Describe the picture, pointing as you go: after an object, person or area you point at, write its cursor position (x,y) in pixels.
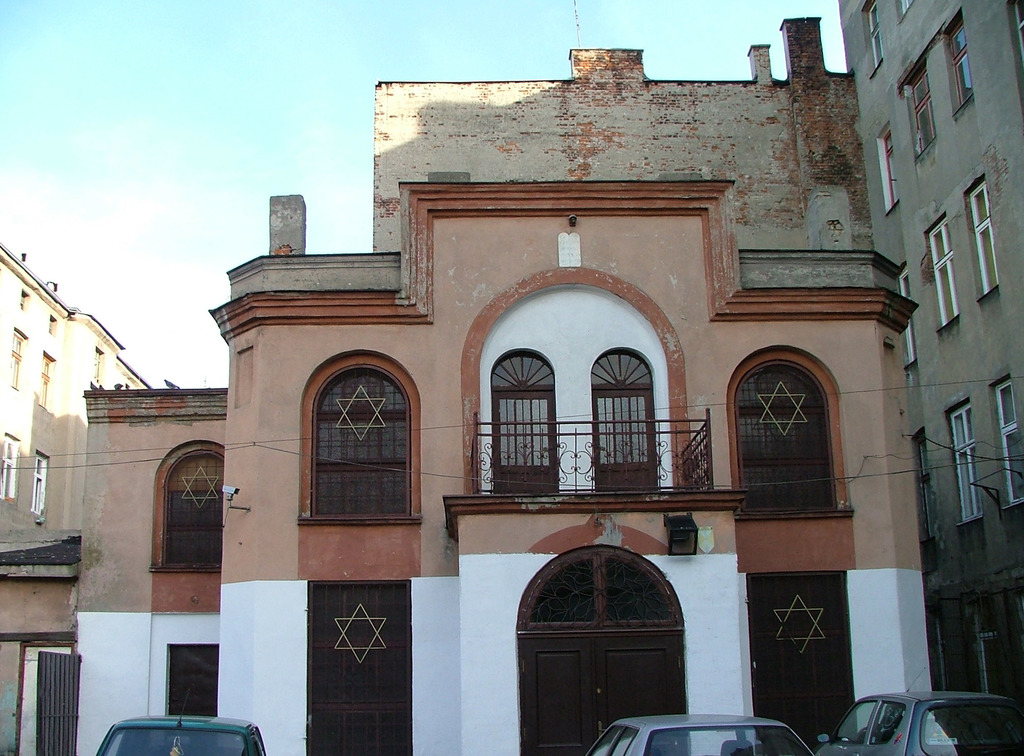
In this picture we can see there are some vehicles (1009,746) parked on the path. Behind the vehicles (887,709) there are buildings (113,425), cables (18,468) and a sky (99,141).
